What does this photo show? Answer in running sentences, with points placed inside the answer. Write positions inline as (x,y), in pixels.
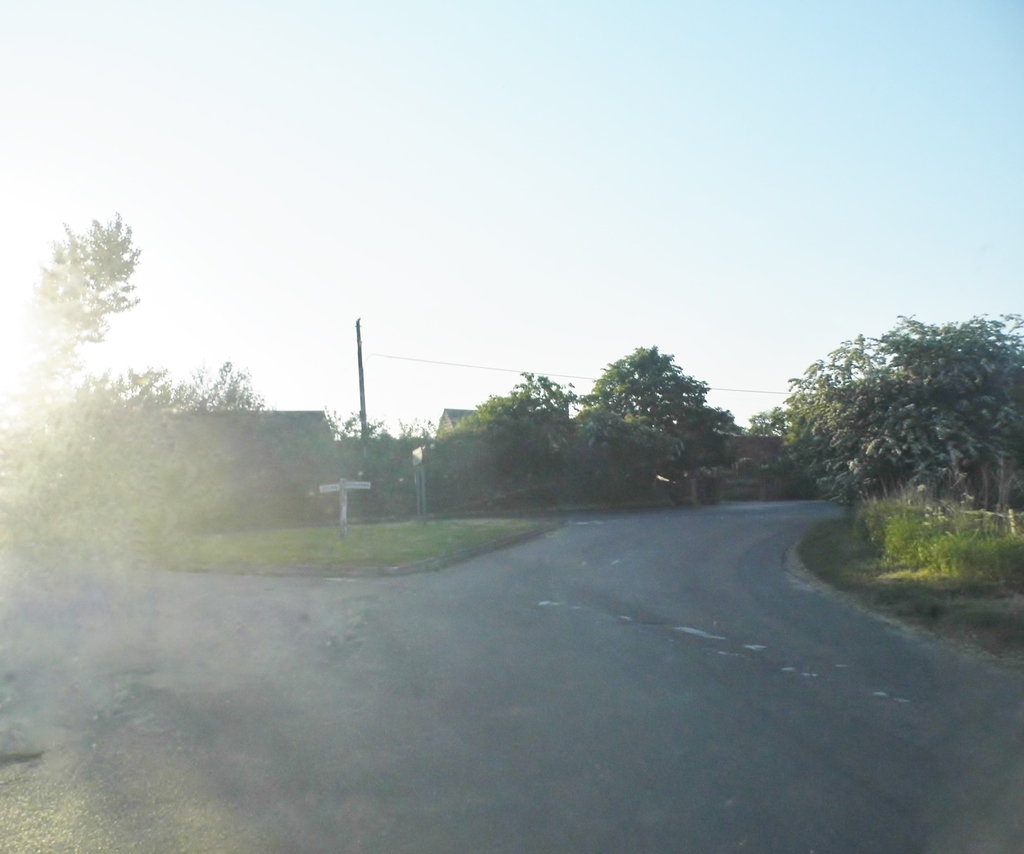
In this image we can see a road (531,605). There are trees (498,407), grass (992,552). At the top of the image (570,116) there is sky (406,99).
